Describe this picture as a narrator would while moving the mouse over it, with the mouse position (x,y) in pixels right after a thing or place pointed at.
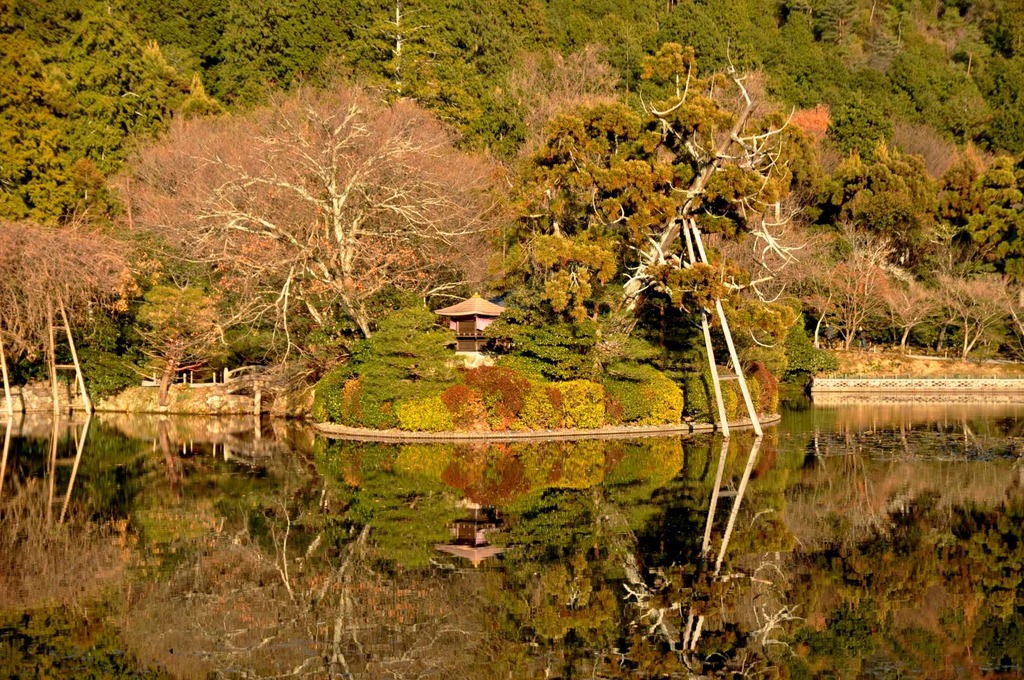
In this image I can see few trees (497,55) in green and brown color. I can see the house (457,330) and the water (557,548).
